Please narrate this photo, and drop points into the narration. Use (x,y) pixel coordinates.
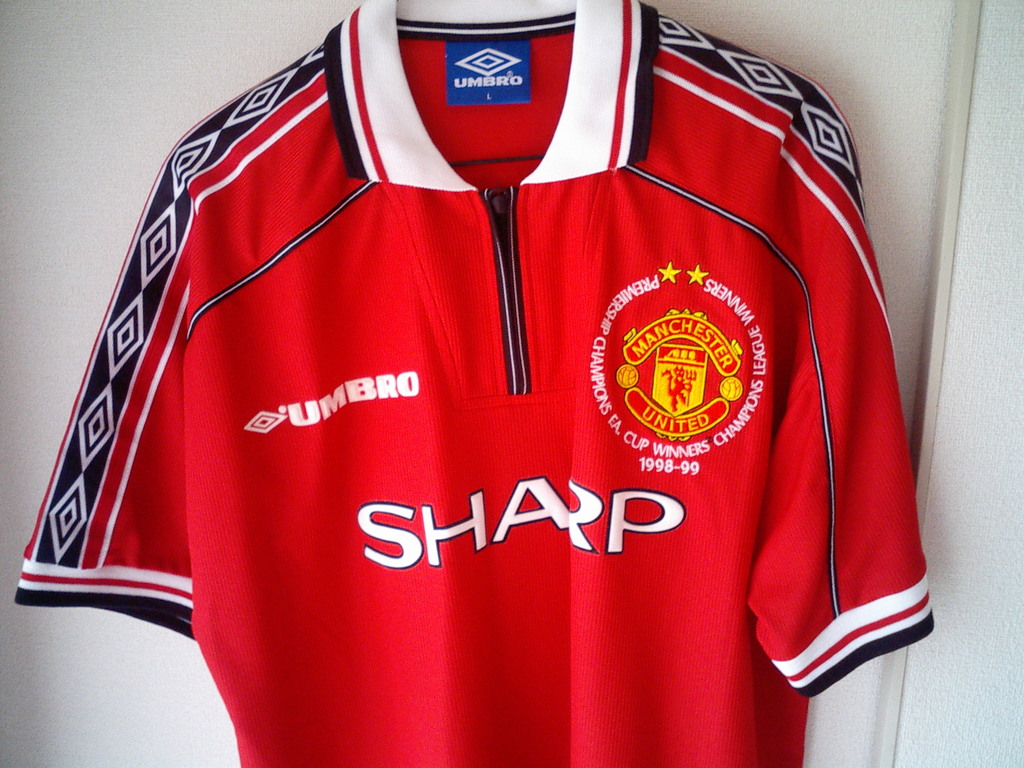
In this picture I can see a red t shirt (385,400) with logos (502,514) on it, and in the background (75,58) there is a wall (72,39).
